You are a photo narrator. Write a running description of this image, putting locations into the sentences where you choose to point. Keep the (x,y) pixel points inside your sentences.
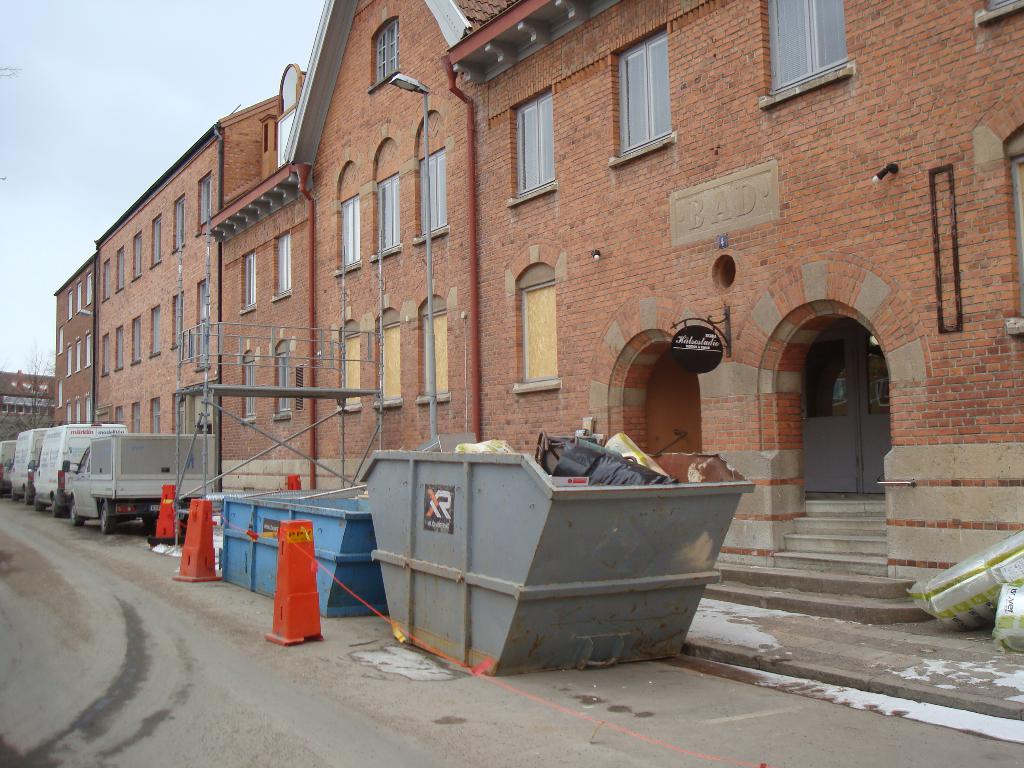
In the image there is a huge building (444,345) and in front of that building (281,314) there is a big dustbin (535,513) and beside that there are some vehicles (112,468).
